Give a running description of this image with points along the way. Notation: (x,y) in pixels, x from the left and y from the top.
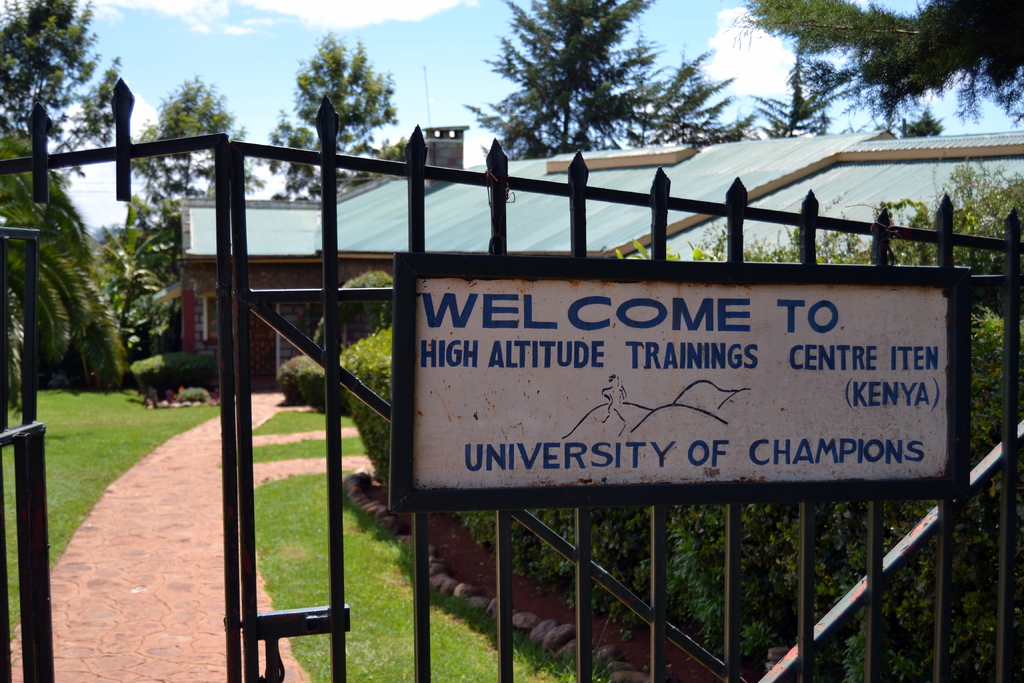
In this image there is an iron gate (242,393) with the board (396,317) in the middle (392,364). In the background (270,332) there are houses (286,205). There is a way (134,572) in the middle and there is a grass (120,425) on either side of it. At the top (221,75) there is sky (210,71). There are trees (185,171) around the house (276,228).
